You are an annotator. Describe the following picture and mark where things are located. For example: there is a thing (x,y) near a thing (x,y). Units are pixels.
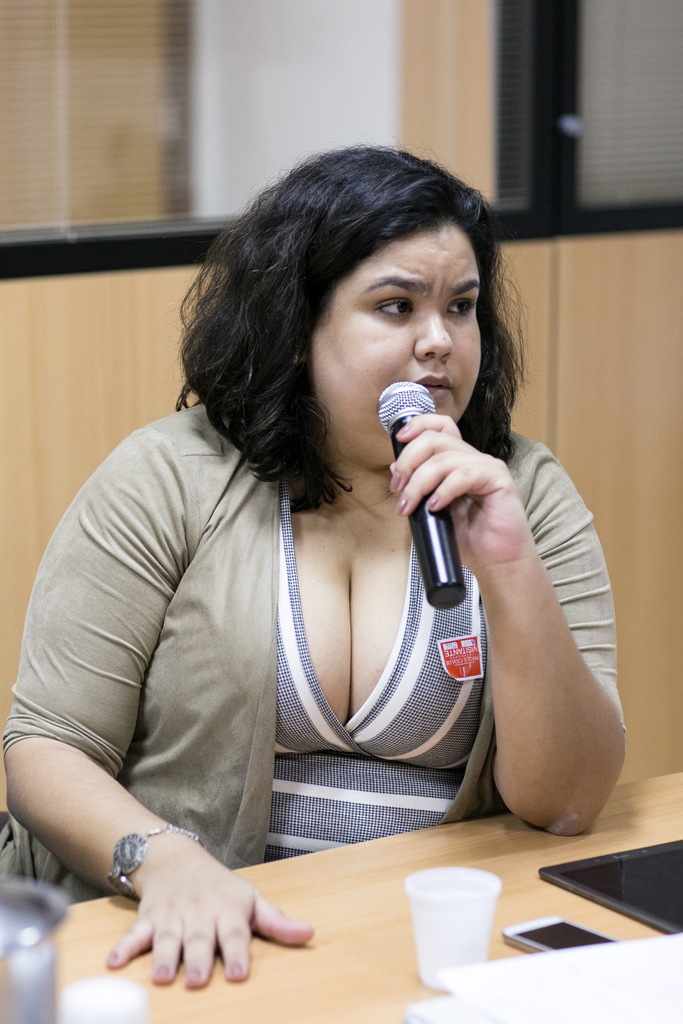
A woman (139,826) wearing a watch (124,840) is sitting and holding a mic (440,552). On front of her there is a table (372,896). On the table (370,926) there is a cup (490,920), mobile (531,930) and some other item (565,878). In the background (558,211) there is a wooden wall (97,319) and a glass (222,147).
